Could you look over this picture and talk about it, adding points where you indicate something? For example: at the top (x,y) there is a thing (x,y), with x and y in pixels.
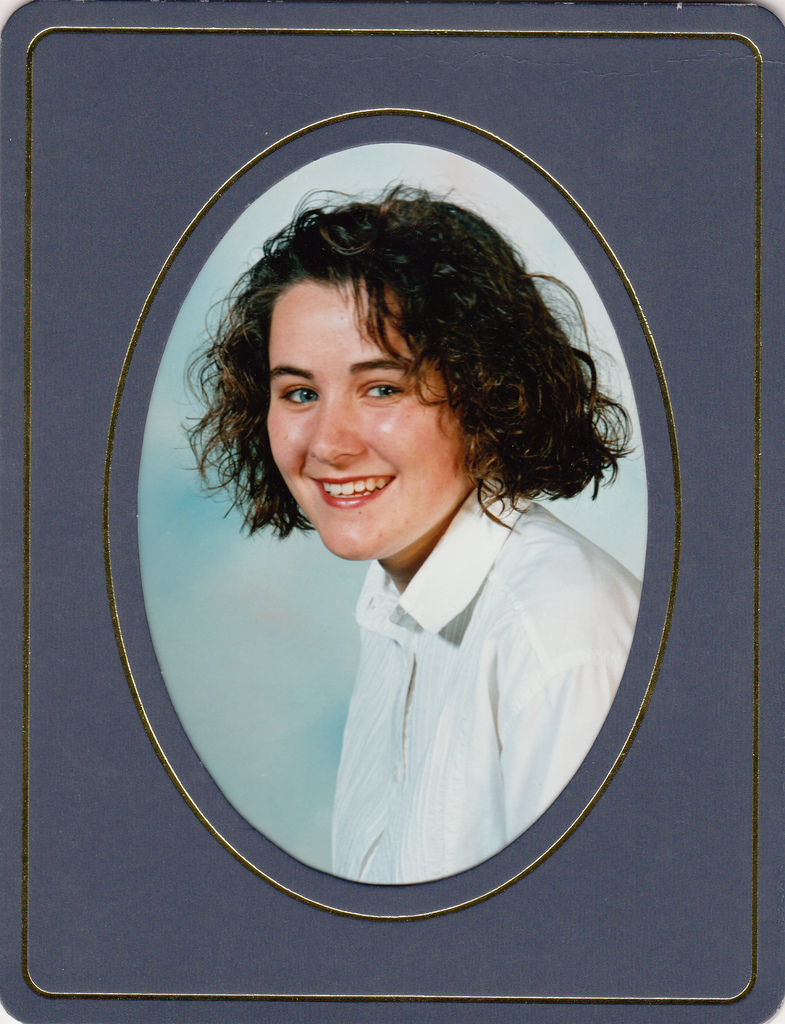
In this image we can see there is a girl (592,730) in the photo frame (529,834).
